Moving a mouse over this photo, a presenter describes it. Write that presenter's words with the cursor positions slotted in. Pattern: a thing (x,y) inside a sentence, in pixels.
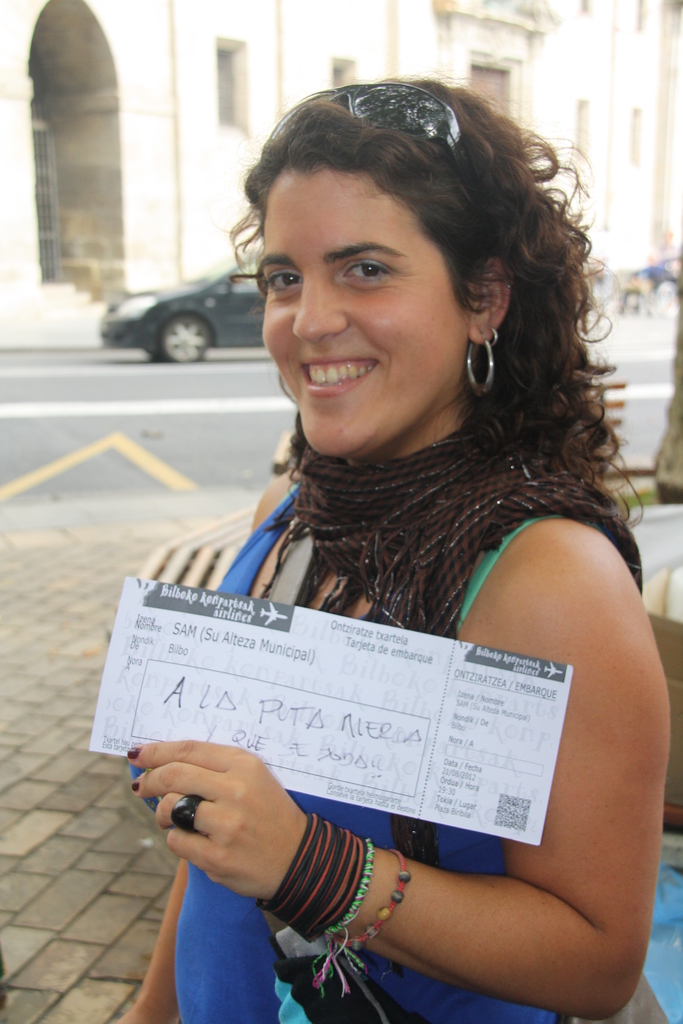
In this picture there is a woman (452,375) standing and smiling and she is holding the paper (400,771) and there is a text (271,720) on the paper (315,695). At the back (186,353) there is a vehicle (178,359) on the road (247,411) and there is a building (209,71). At the bottom (21,808) there is a road (150,398).
